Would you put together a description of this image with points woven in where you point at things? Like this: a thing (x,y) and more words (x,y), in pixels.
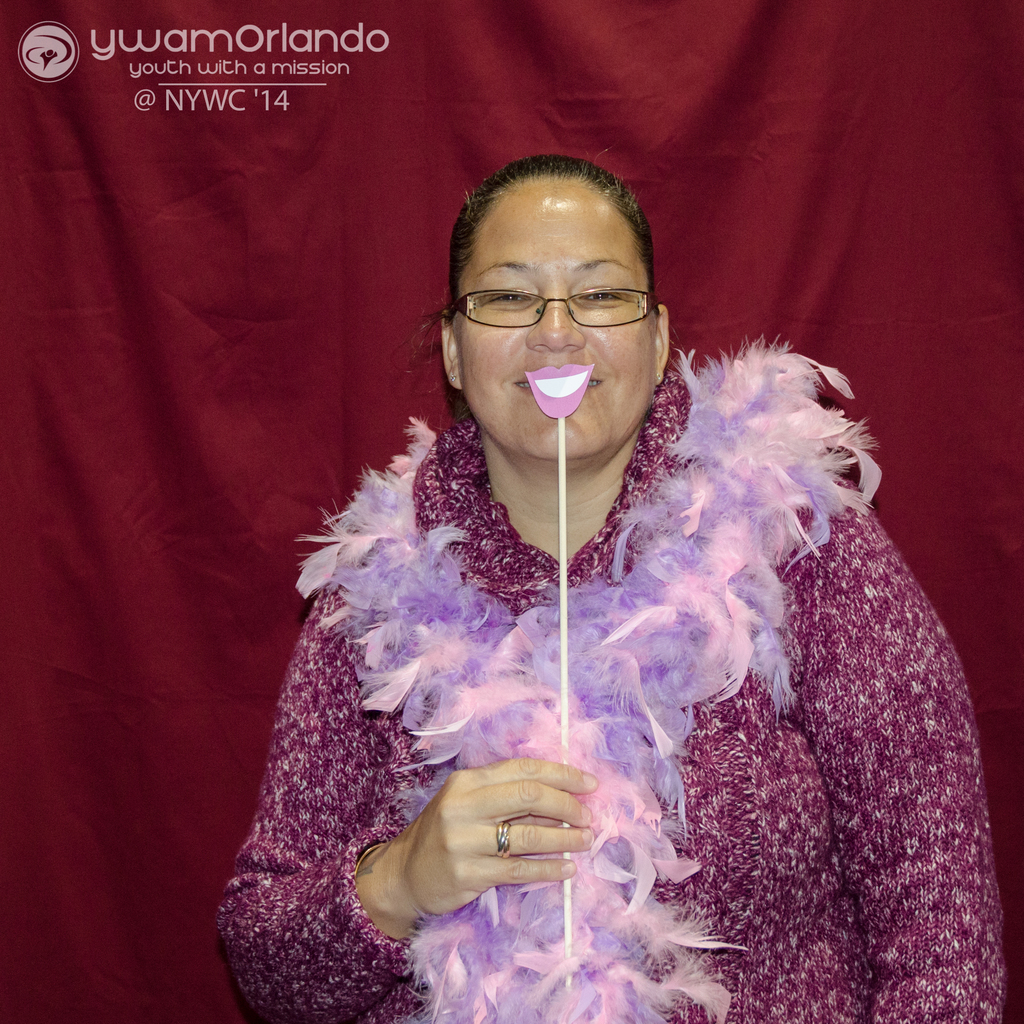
In this image we can see a woman (404,678) standing holding a stick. On the backside (253,460) we can see a curtain (287,459).
